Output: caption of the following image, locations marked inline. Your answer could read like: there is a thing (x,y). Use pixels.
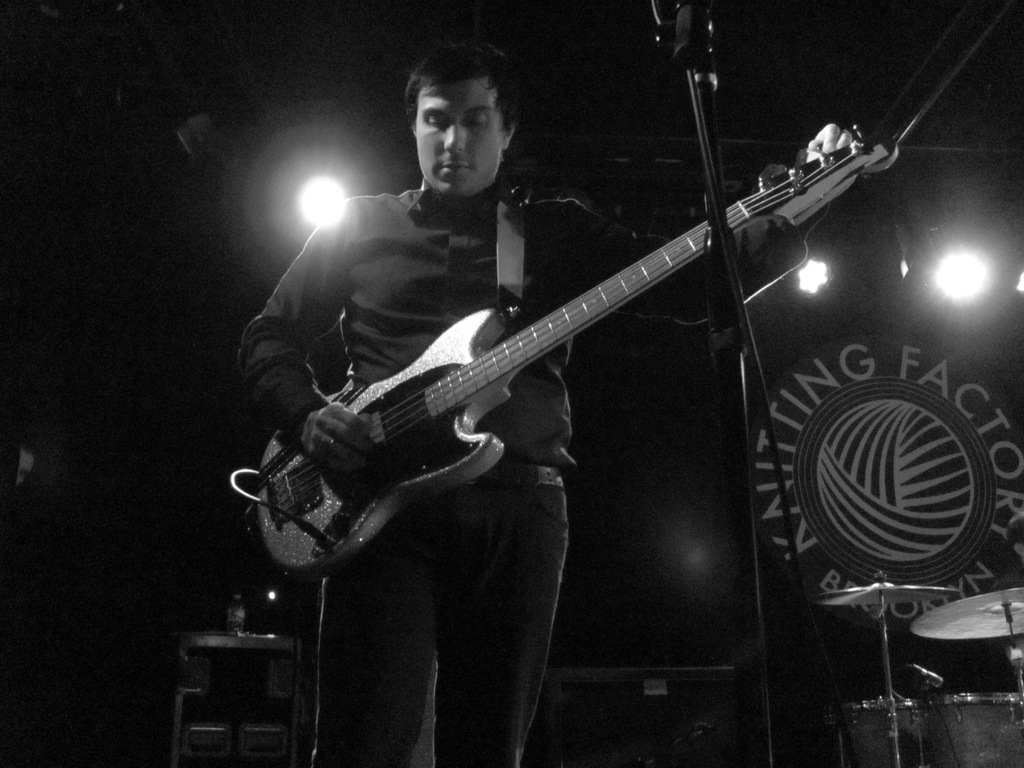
In this image there is a man (293,364) standing and playing a guitar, at the back ground (870,584) there are cymbals (1017,624), table (199,645), bottle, focus light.
